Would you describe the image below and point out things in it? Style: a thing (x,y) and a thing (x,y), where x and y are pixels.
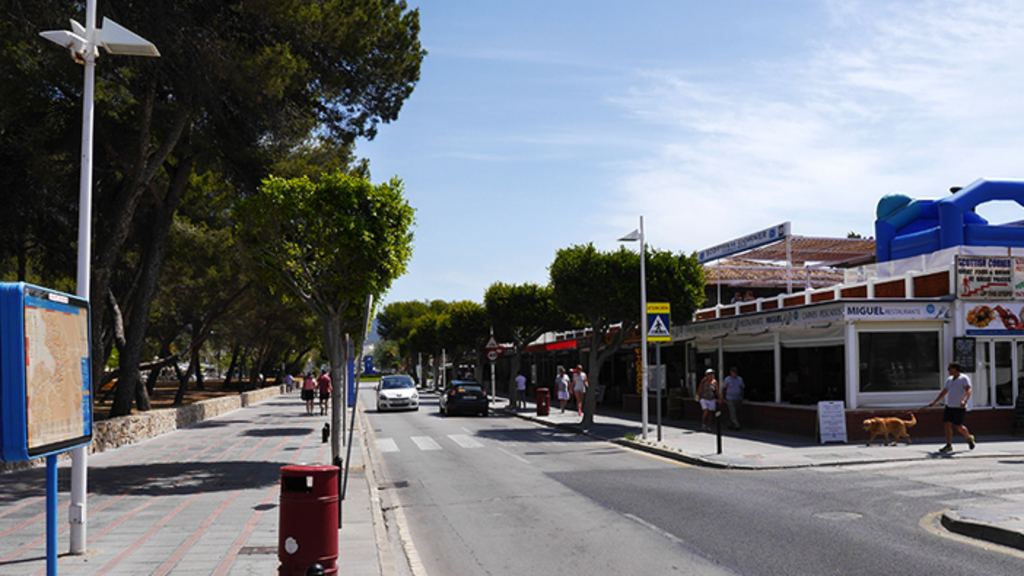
In this given picture, We can see a certain tree (300,164), an electrical pole (109,35) with a light (98,43), a person (955,394) holding a dog (876,425), road (909,468) after that, We can see two cars (444,394), a couple of people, Who are walking on footpath (319,421) towards left (311,435), We can see a restaurant (879,297) and a sky (842,105).
